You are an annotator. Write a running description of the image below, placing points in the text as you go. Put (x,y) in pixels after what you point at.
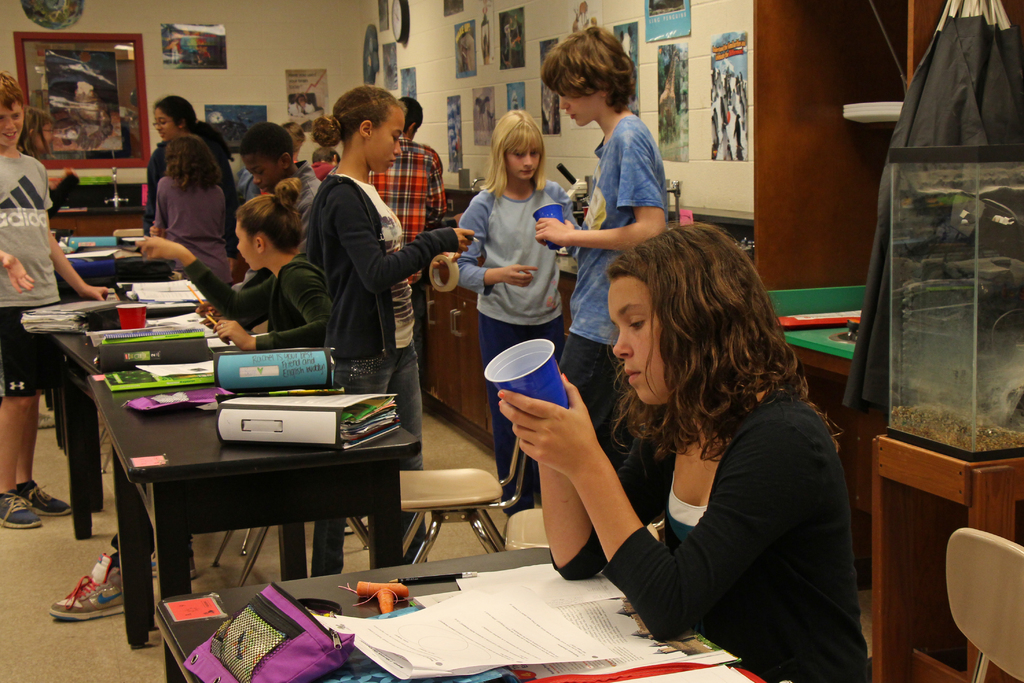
In this image it seems like there are people (279,260) who are standing around the table (154,415). On the table (209,435) there are files (274,436), papers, cup (139,314). To the right side (740,557) there is a girl (585,497) sitting on the chair (973,605) and holding the cup (538,387) in her hand (564,412). There is a table (338,600) in front of her on which there is bag (291,657), pencil (430,578), paper (427,619). At the background (272,53) there is a wall (260,42) to which there are photos (173,49), frames (53,72), clock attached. In the middle (369,251) there is a girl (347,272) who is holding the plaster (456,278) in her hand (451,261).
